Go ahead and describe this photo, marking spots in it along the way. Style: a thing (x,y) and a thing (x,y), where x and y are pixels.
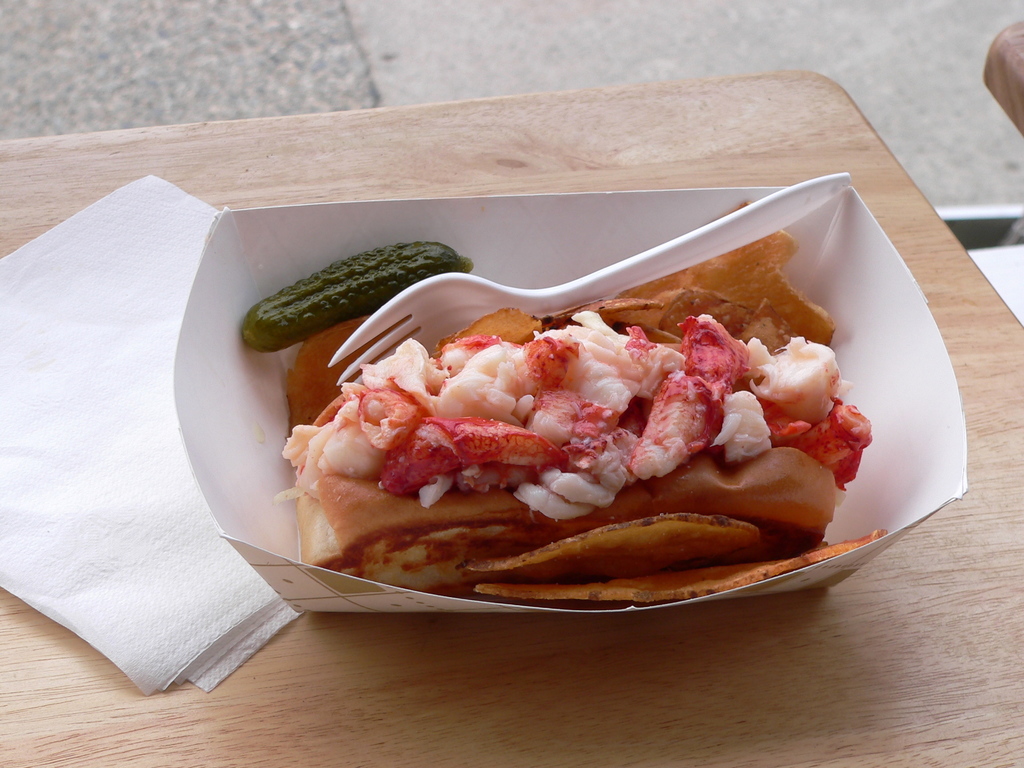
I can see there is a some food (571,470) kept in a box (277,423) and there is a plastic fork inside it and the food (803,360) is placed on the wooden table (57,201).
